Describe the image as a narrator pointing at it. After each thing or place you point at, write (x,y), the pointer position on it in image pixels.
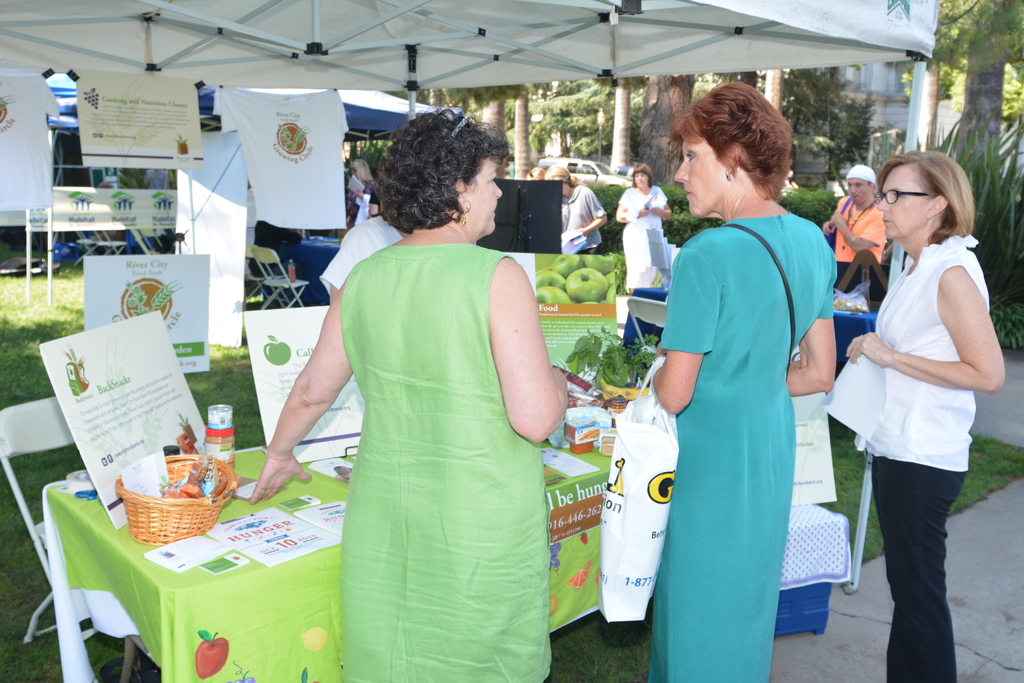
In this picture we can see some people (494,374) are under the tents (279,22), in a tents (60,57) we can see tables (62,518), papers (179,544) and few objects (168,535) are placed on the table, side we can see building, trees (974,28).
